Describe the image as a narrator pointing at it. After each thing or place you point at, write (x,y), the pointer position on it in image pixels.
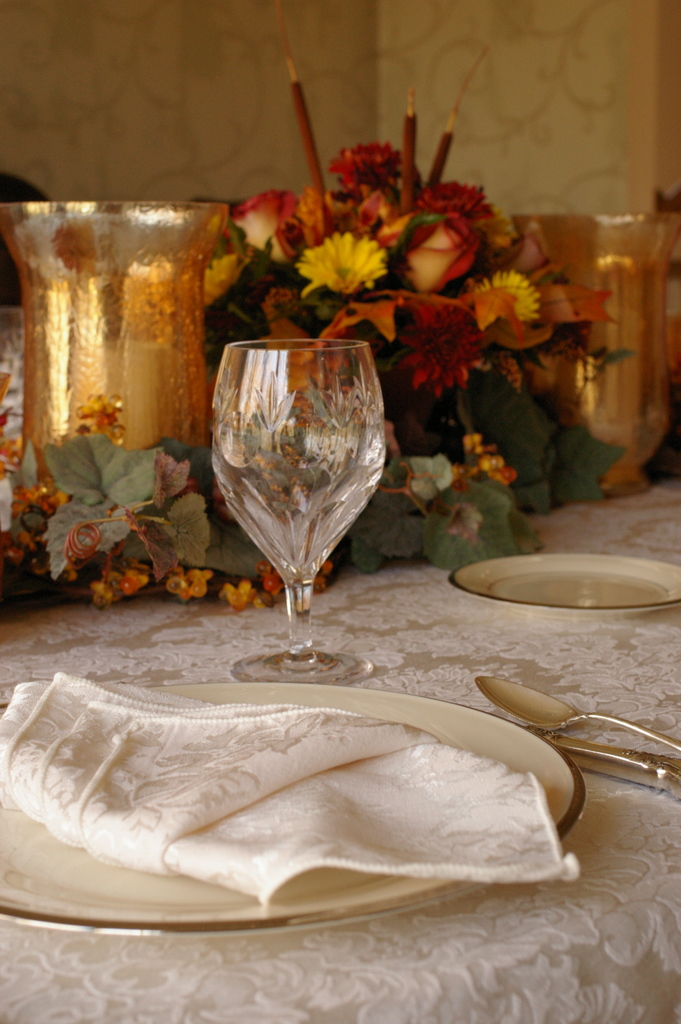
There are plates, Spoons (542,695), wine glass (256,531), flowers (384,317) on the dining table (460,614).
